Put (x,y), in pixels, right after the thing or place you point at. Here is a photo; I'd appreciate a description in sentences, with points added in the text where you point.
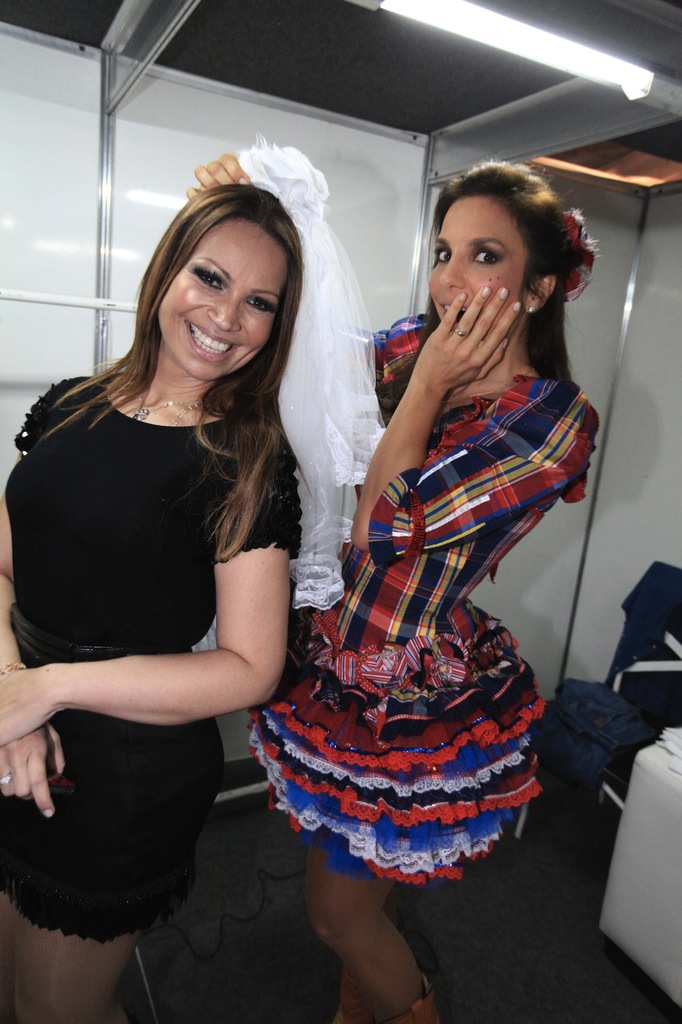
In this picture we can see two women (223,517) standing and smiling, chair (681,648) with clothes (578,705) on it, light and in the background (675,204) we can see the wall (669,450).
